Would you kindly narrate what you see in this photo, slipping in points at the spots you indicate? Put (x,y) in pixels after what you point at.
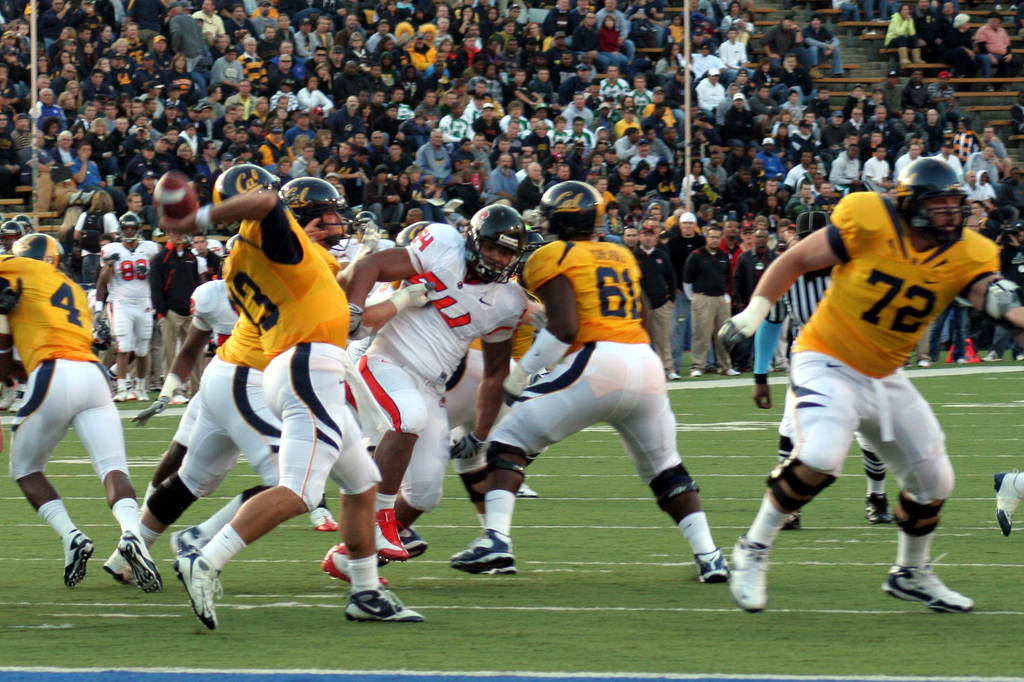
In this image I can see group of people (261,236) playing game, they are wearing yellow and white color dress (611,399). The person (455,313) in front (441,310) wearing white and red color dress (451,269) and black color helmet (471,237). Background (79,181) I can see few other persons (74,164) sitting and I can see two poles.
